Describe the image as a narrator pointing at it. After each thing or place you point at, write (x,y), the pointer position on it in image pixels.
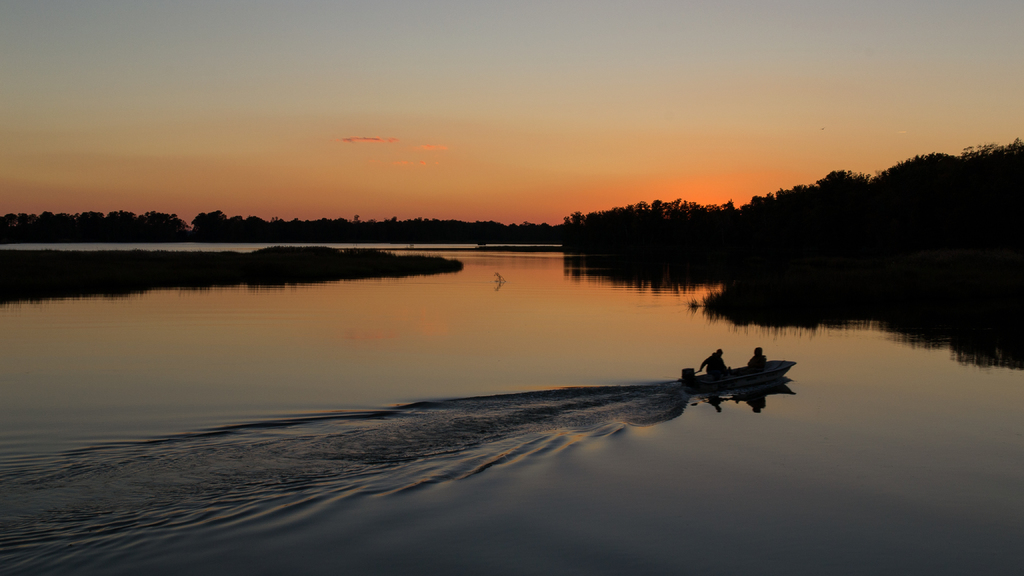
In this picture we can see water (520,478) at the bottom (518,516), on the right side (724,365) there is a boat (710,378), in the background (232,238) we can see trees (821,233), there is the sky (530,135) at the top of the picture (563,117).
